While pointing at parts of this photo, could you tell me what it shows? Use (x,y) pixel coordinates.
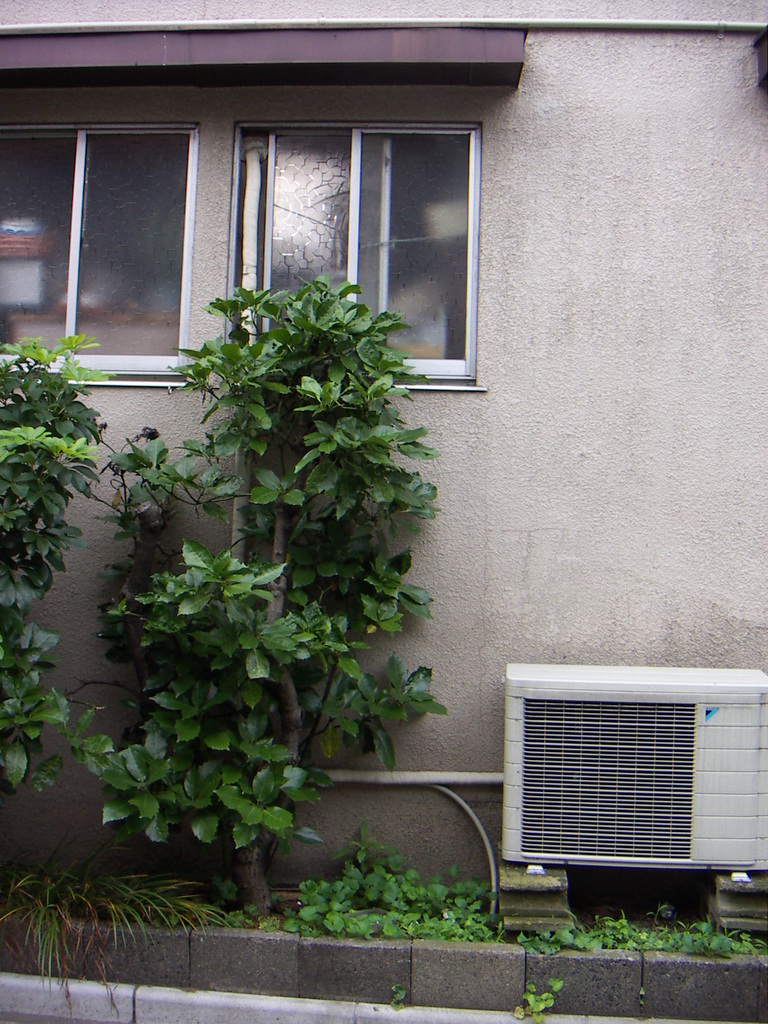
In this image there are plants (158,736), in the background (444,7) there is a wall (444,7), for that wall (215,317) there are windows (142,222) and there is an AC (625,735).
